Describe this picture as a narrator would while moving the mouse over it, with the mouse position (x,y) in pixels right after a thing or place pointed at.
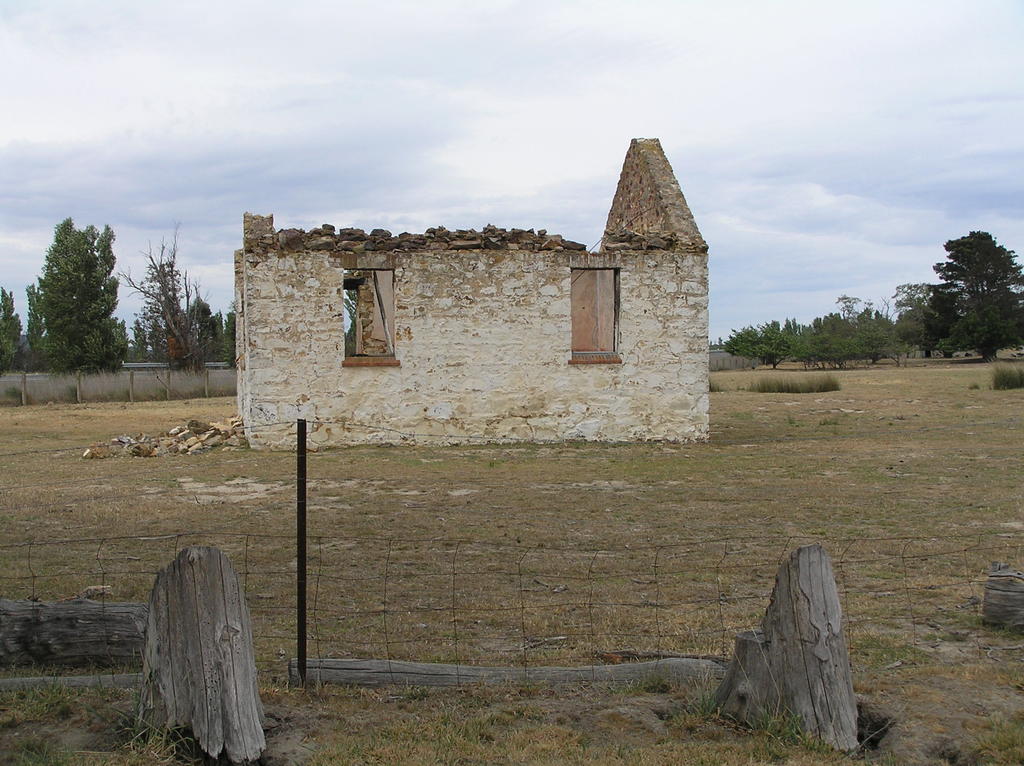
In this picture I can see the fencing (798,640) in front (822,643) and I see the grass (440,511). In the middle of this picture (470,313) I see a house (596,313) and in the background (122,352) I see the wall (53,378), number of trees (79,358) and the sky (429,77).
